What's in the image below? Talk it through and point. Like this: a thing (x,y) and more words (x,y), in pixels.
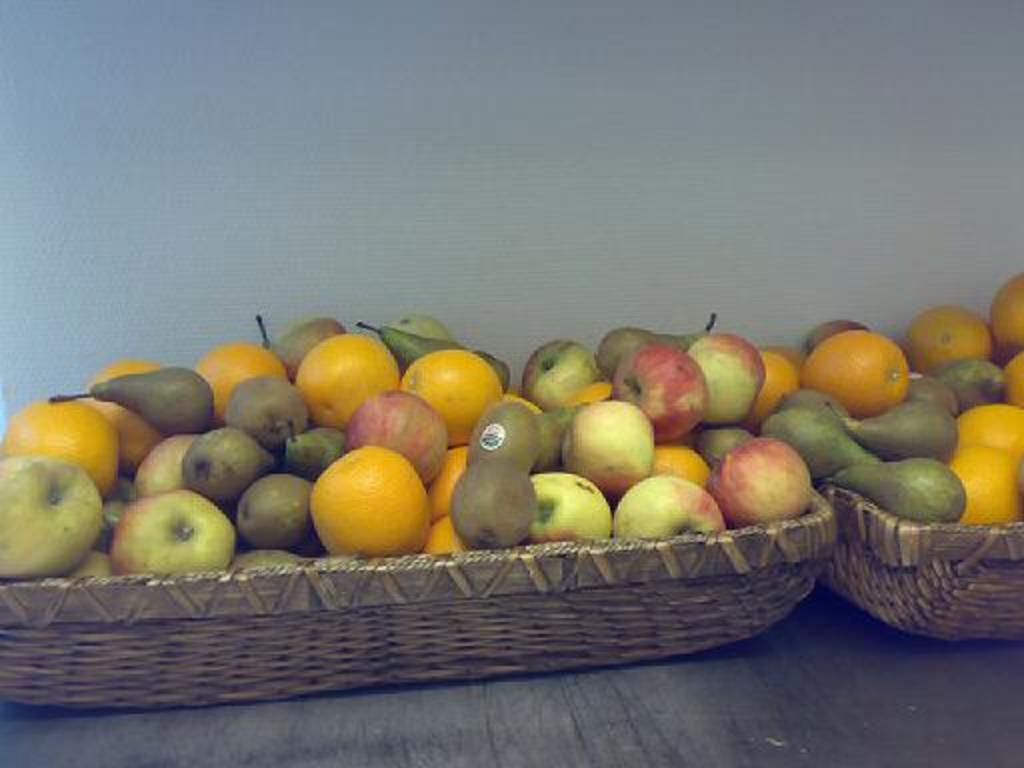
In this image we can see some fruits (520,464) in the basket (306,608) placed on the table (501,708). And at the back (660,227) we can see the wall (639,163).
